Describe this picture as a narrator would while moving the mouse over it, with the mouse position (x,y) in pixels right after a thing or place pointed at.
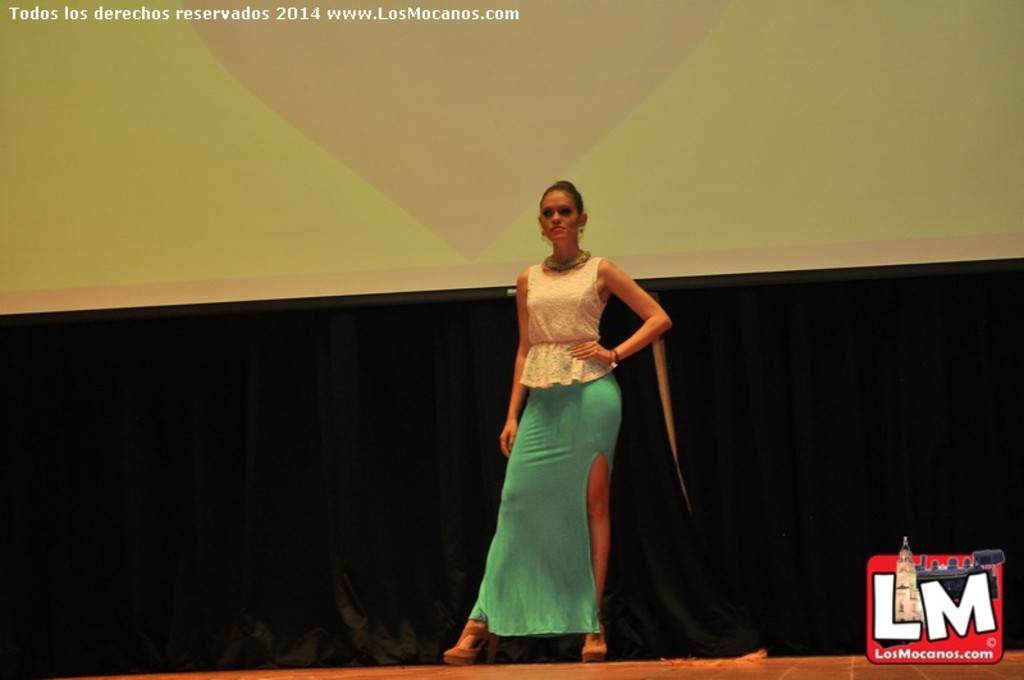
In this picture I can see a woman (512,476) standing, and in the background (506,209) there is a screen (622,255), curtains (974,423) and there are watermarks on the image.
